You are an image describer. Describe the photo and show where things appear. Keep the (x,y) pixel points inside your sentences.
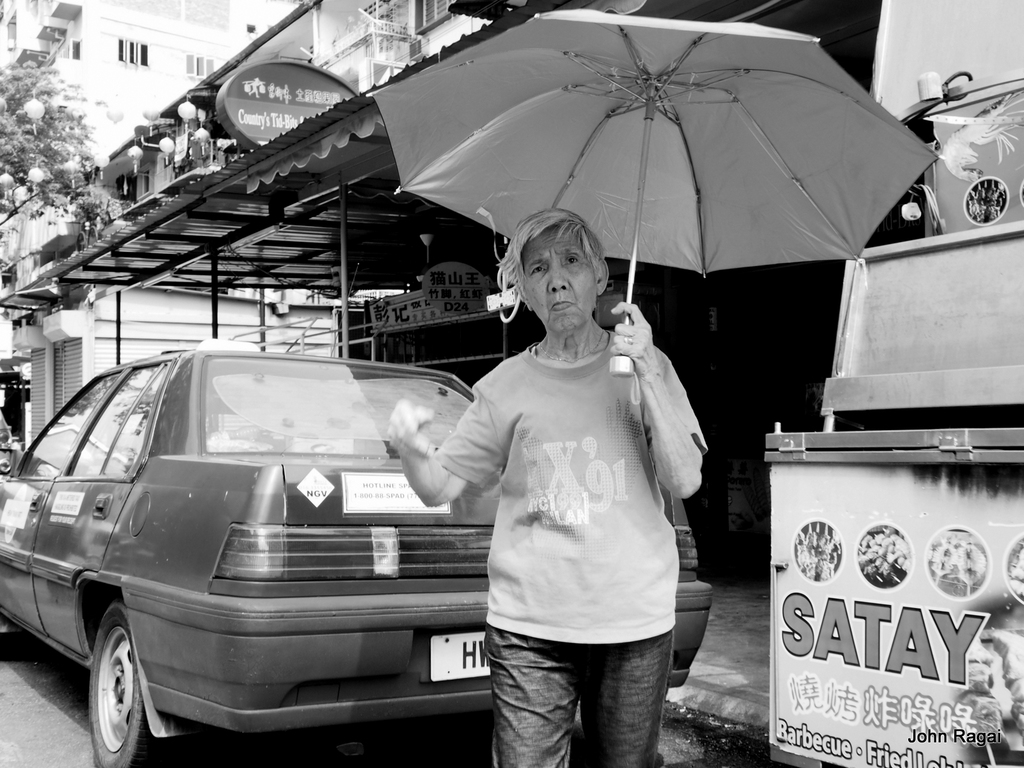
This picture is in black and white. In the center (590,362), there is a woman (623,695) holding an umbrella (511,126). Behind her, there is a car (377,519). In the background (293,185) there are buildings (232,157), board (305,93), poles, trees (33,198) etc.
